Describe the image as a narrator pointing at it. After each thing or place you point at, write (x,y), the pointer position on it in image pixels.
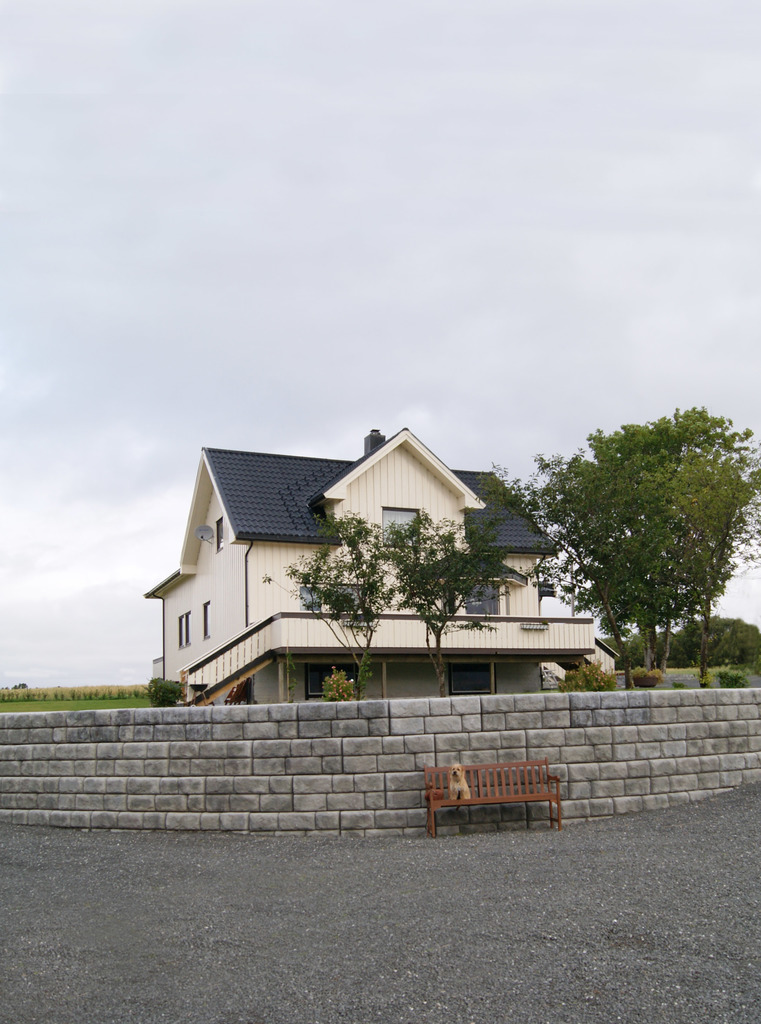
In this picture we can see a bench (496,785) on the ground (440,850) with a dog (454,778) on it, wall (580,756), building (222,671), trees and in the background (344,180) we can see the sky (333,249).
